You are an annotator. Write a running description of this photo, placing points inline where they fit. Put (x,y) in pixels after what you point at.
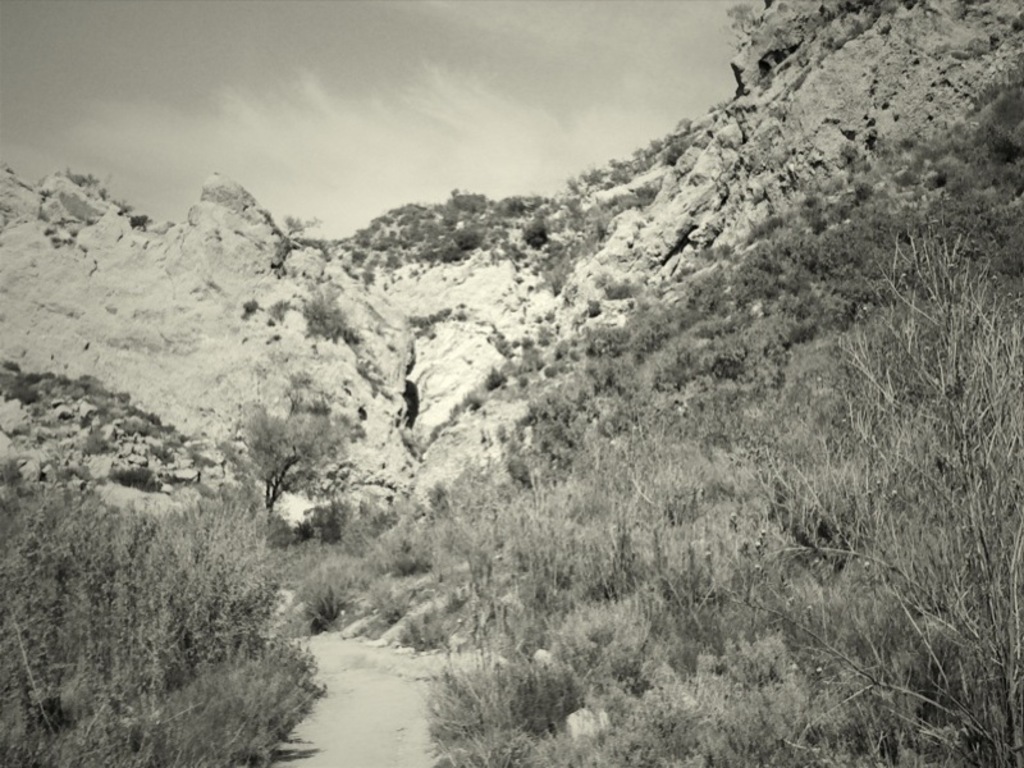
In this image we can see black and white picture of a group of trees (112,607), pathway (389,695), mountain (372,364) and the cloudy sky (405,120).
